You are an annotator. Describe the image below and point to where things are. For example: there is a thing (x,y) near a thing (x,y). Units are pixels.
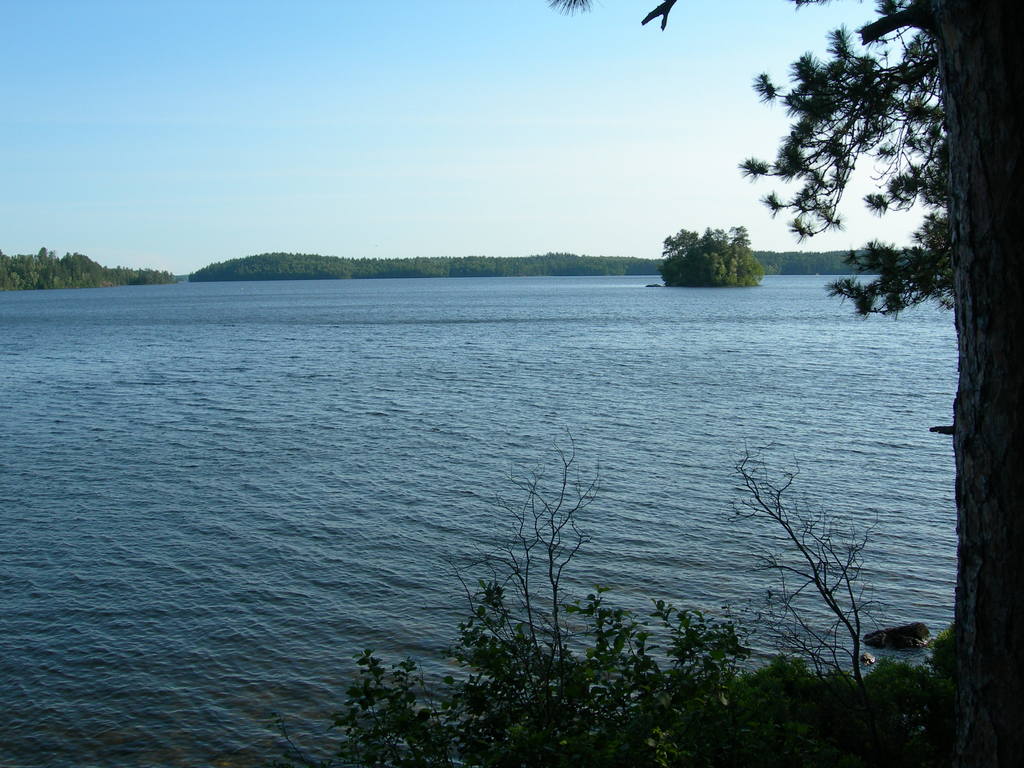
In this image at the bottom (129,556) there is a river (546,468) and in the foreground (853,683) there are some plants (949,683) and trees (892,285). In the background (44,257) there are some mountains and trees (727,244), on the top of the image (420,189) there is sky (545,153).
